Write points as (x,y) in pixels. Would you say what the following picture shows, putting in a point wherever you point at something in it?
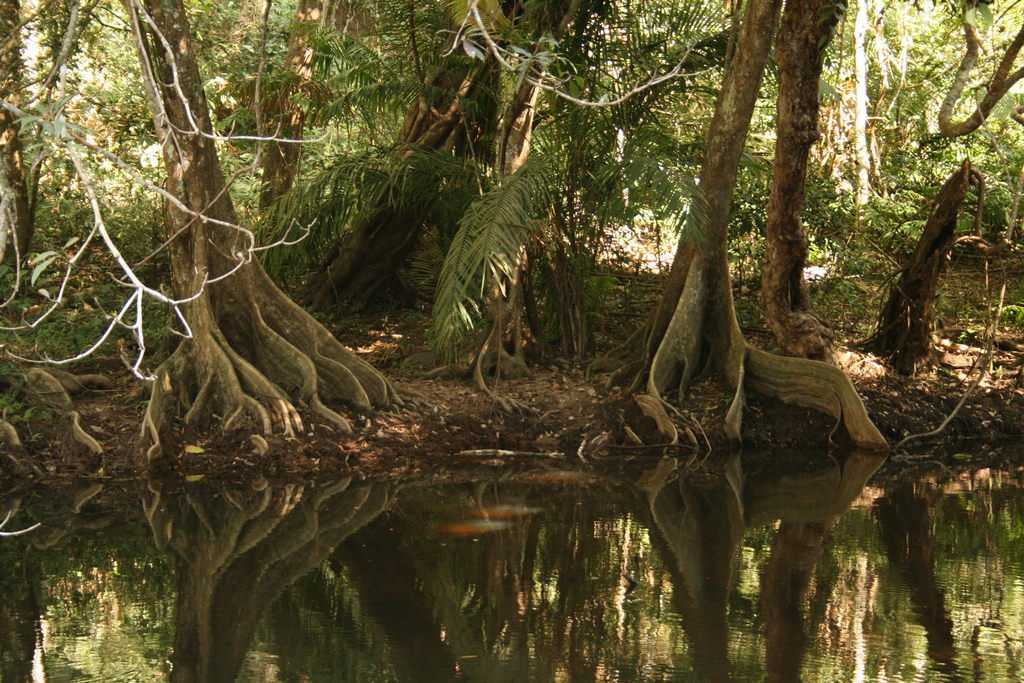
In this image there is water (512,592) at the bottom (605,608). At the top (407,110) there are so many trees (536,134) and green leaves (339,127). On the ground (441,354) we can see that there are roots (367,363) of the trees (492,366). In the water (232,602) there are reflections (225,594).
